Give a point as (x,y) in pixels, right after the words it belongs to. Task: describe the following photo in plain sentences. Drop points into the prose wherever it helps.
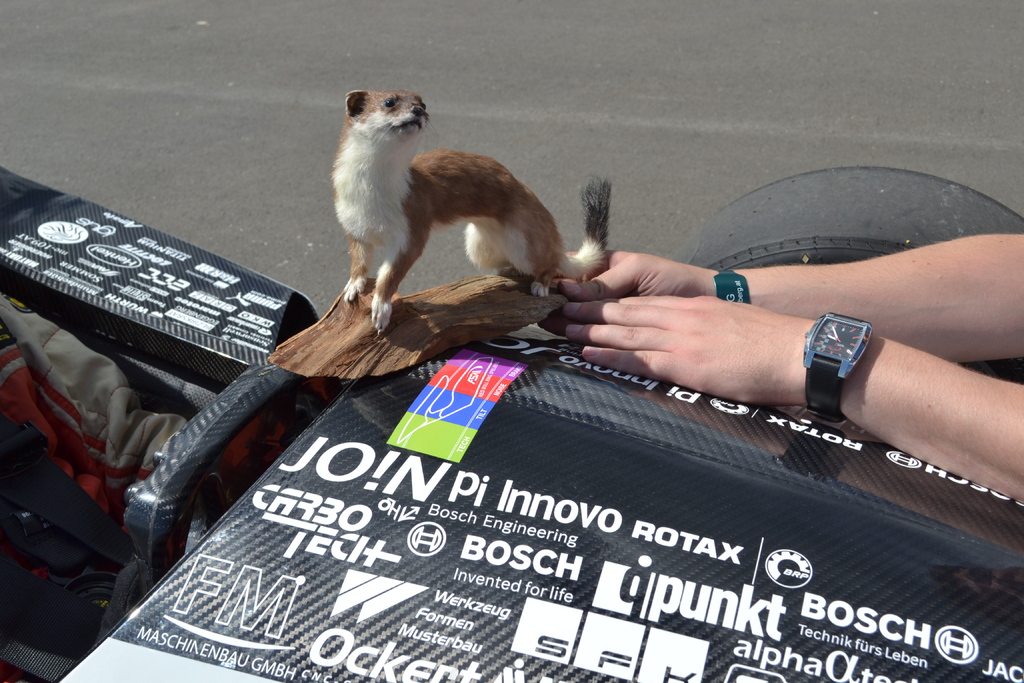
In the image we can see an animal (432,187), on the piece of wood block (426,325). This is a wristwatch (814,367), tires (786,236) and a road (210,62). We can even see human hands (695,319) and this is a text (471,491).
